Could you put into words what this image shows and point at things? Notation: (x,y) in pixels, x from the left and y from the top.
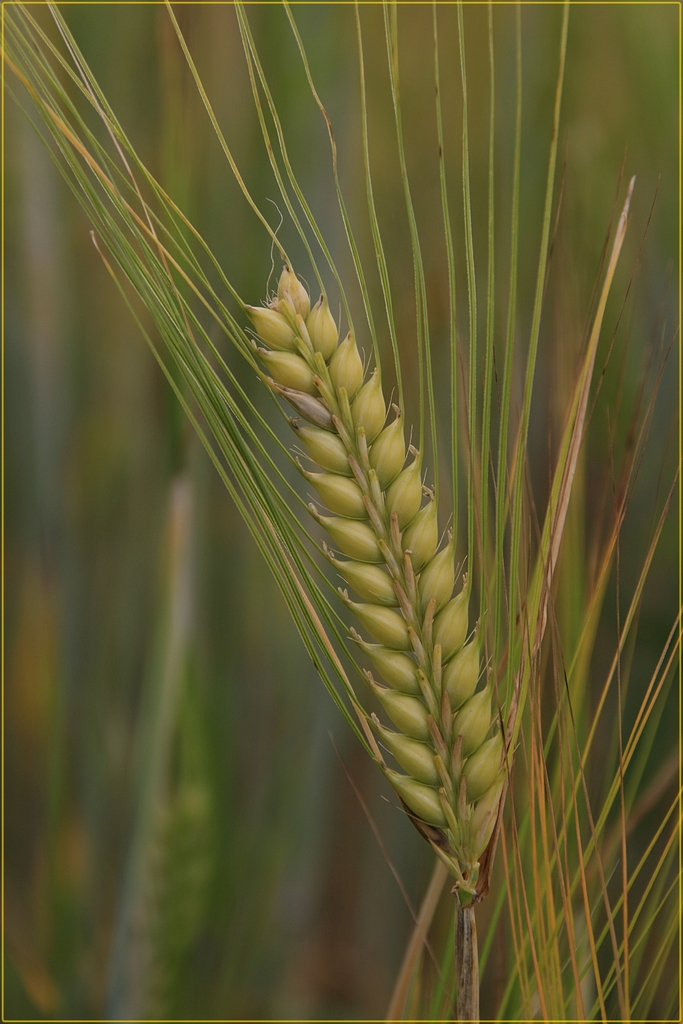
In the center of the image (323,355), we can see grain buds (372,499) and in the background (171,128), there are leaves (73,886).
